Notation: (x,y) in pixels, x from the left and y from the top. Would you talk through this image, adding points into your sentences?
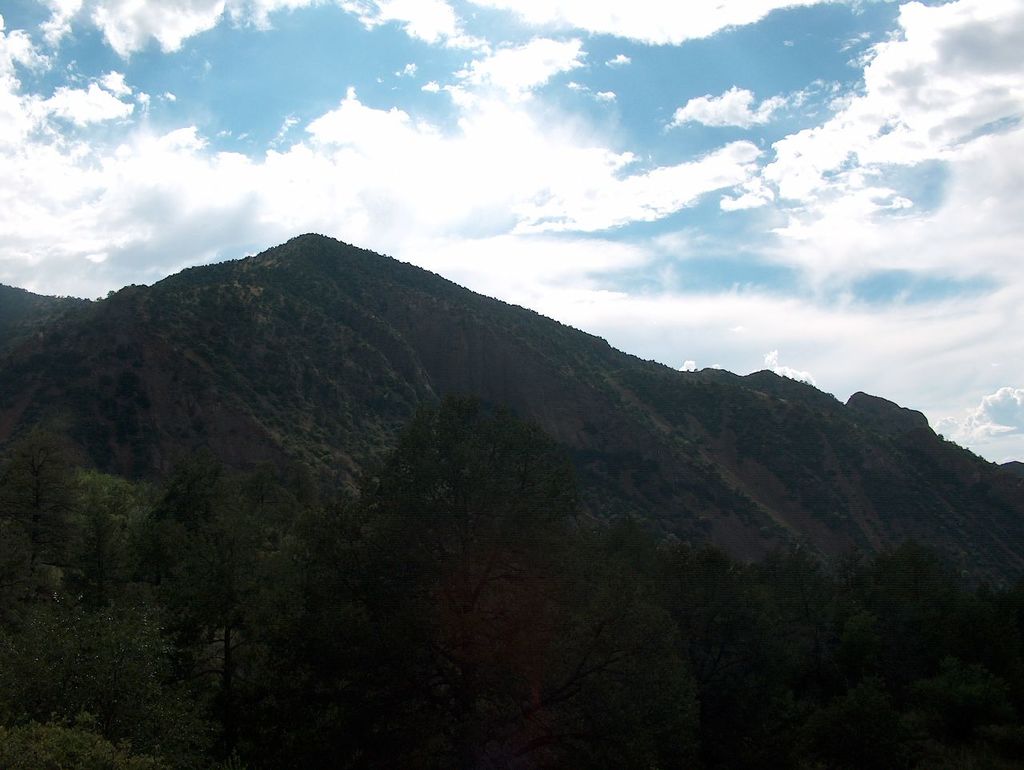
In this image I can see at the bottom (684,654) there are trees (319,615), in the middle (602,353) there is a hill (654,455). At the top (654,166) it is the cloudy sky (654,170).
